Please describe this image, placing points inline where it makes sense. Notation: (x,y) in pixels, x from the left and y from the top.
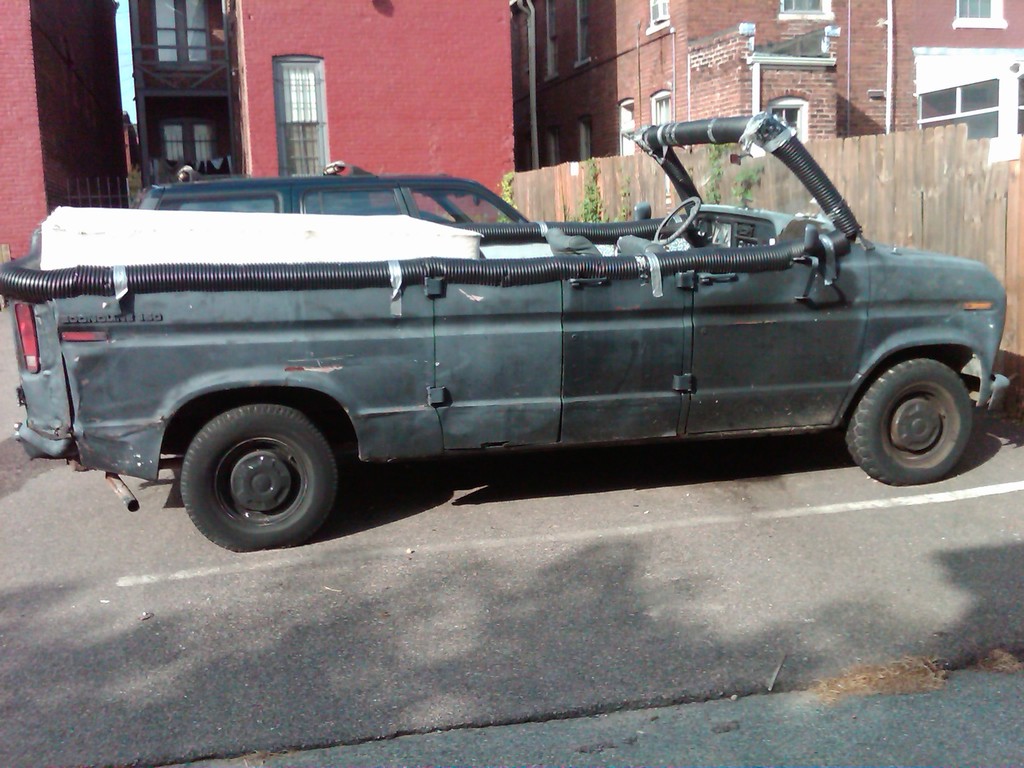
In this image we can see vehicles (353,207) on the road (476,623). In the background (147,44) there are buildings (280,145), windows (287,121), pipes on the wall (309,13), fences (634,182), plants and sky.
